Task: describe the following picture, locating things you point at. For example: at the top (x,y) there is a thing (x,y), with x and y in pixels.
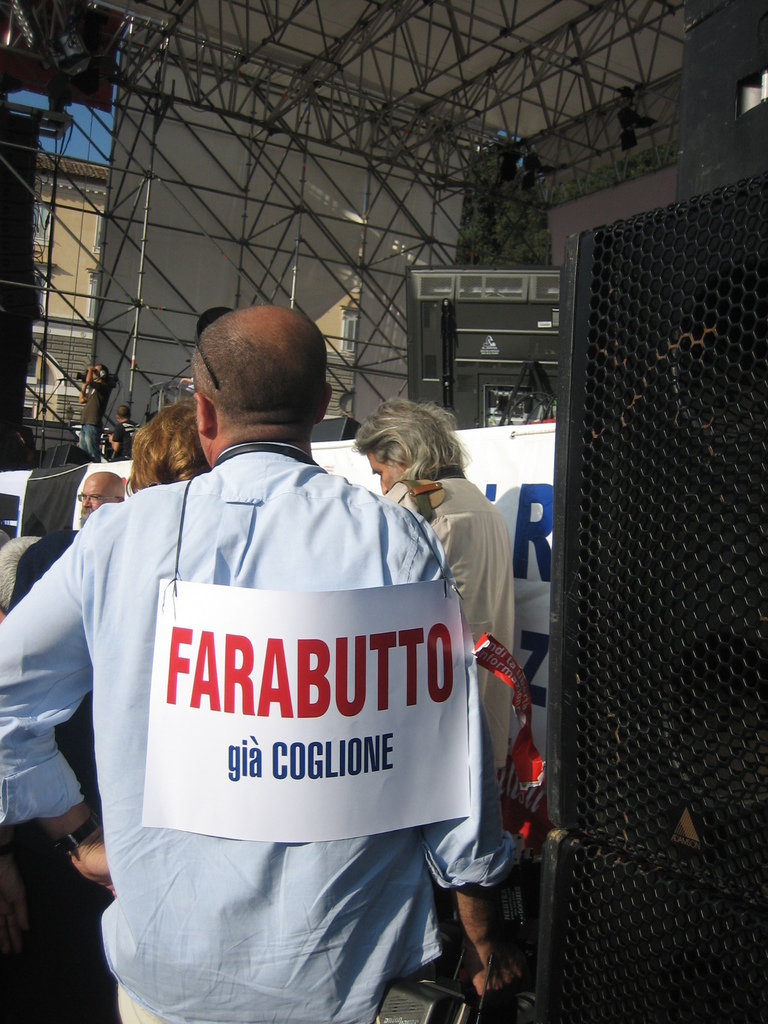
In the image there is a man (134,821) standing and on his back (196,501) there is a poster (274,724) with something written on it. On the right side of the image (637,485) there are speakers (556,878). In front of the man (277,463) there are few people (441,483) standing and also there is a poster (494,463) on the stage (452,397). And on the stage (484,367) there are few people (93,386) and also there are few items (546,294) on it. At the top of the image (318,125) there are rods (358,342).
